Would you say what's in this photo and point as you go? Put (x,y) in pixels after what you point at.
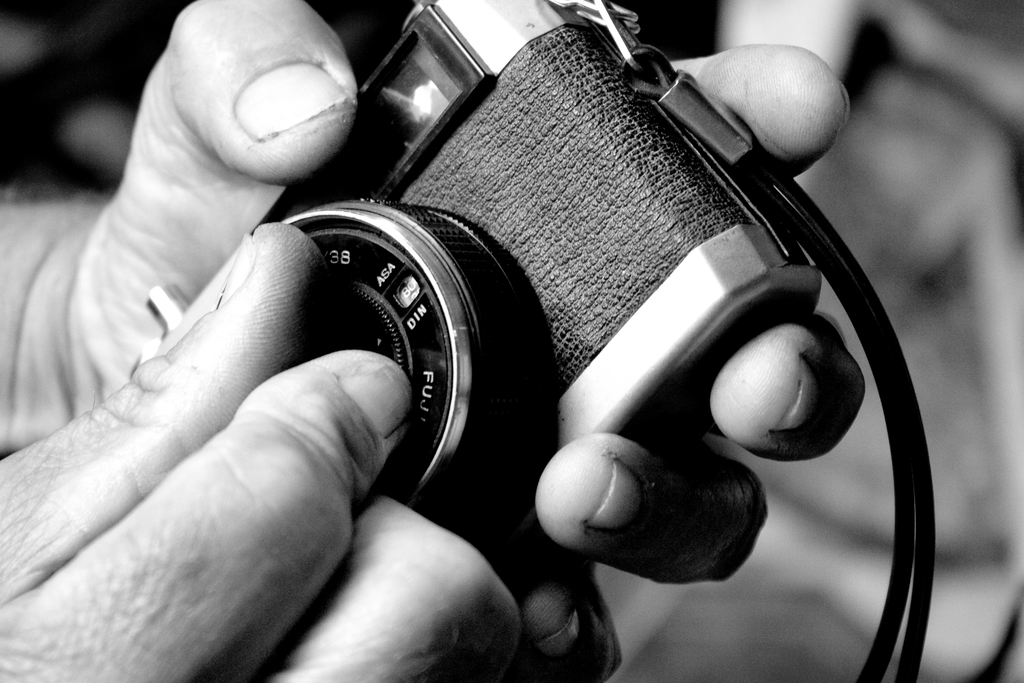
In this picture I can see there is a person (292,555) holding the camera (450,274) and he is adjusting the lens (314,335) and the lens (440,254) are in black color and the backdrop (832,548) is blurred.
